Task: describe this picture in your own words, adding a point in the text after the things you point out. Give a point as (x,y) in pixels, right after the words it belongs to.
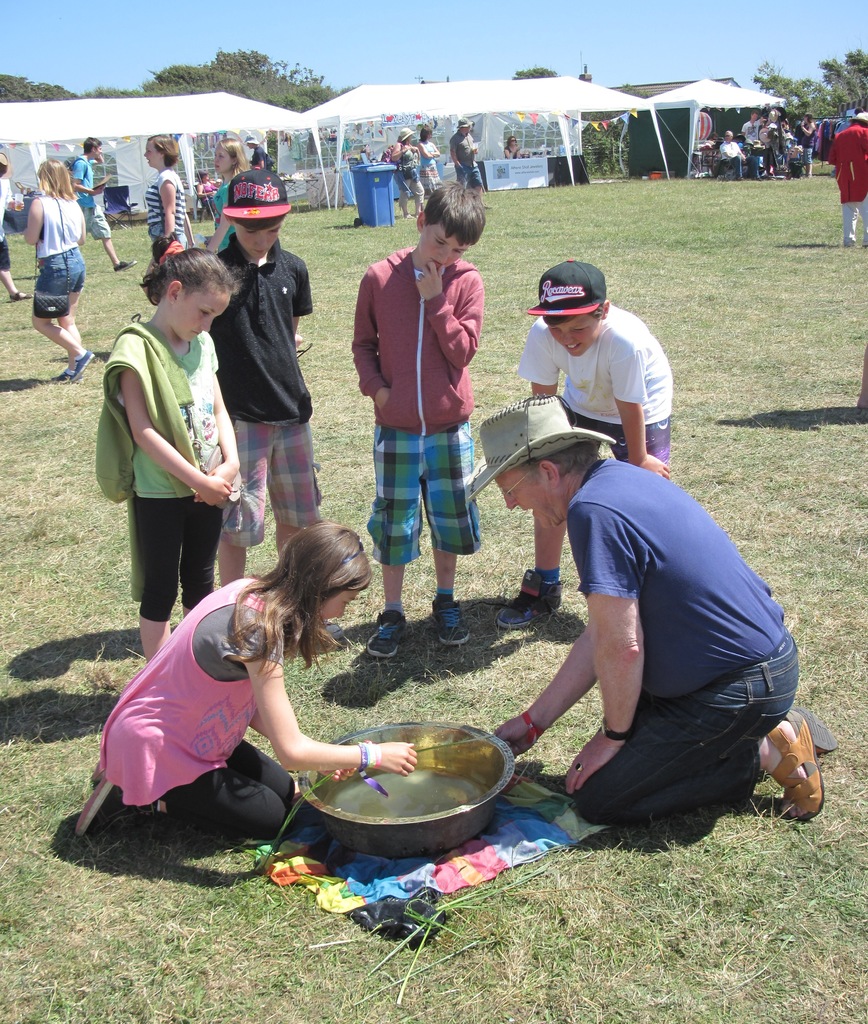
There are two people (631,731) kneeling on the ground (531,682) and doing some work, there are children (314,453) in the foreground area of the image (339,471), there are people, tents (288,193), trash bin (364,211) and the sky (424,57) in the background (417,42).
